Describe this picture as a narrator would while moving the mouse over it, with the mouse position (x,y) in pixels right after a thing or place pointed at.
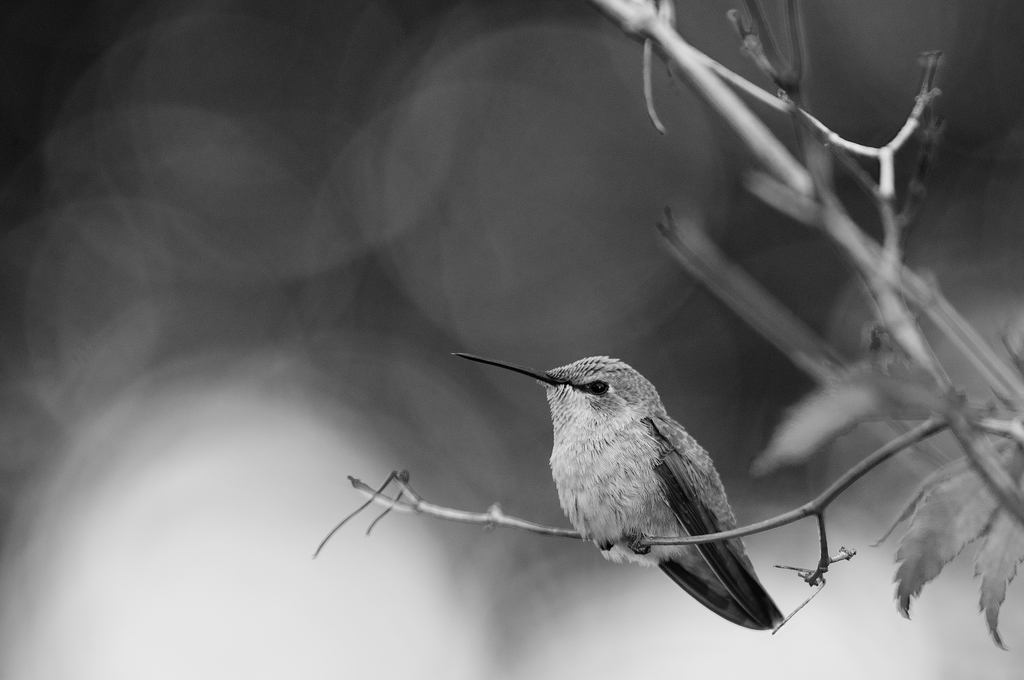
In this picture we can observe a bird (652,502) on the small plant (896,442). We can observe a sharp beak (513,366) to this bird (547,382). The background (439,355) is completely blurred. This is a black and white image.
